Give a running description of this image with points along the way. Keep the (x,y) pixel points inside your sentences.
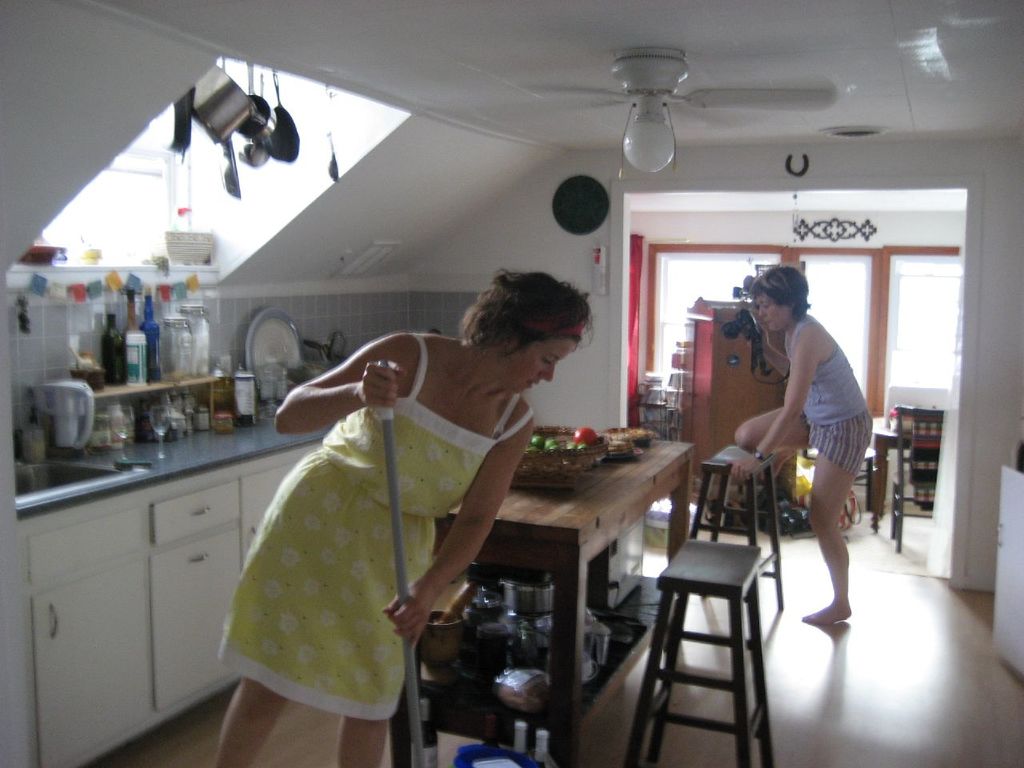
This picture is in the room (662,745), There is a woman (312,649) holding a object (401,555) which is in ash color, There is a table (530,507) which is in brown color there are some objects (566,474) kept on the table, in the left side (210,694) there is a white color wooden desk (119,551) on that there is a black color stone (183,462) on that there are some objects (175,411) kept and in the top (454,63) there is a roof (457,42) which is in white color, There is a fan (768,106) which is in white and a light (644,148) hanging on the fan (670,143).
